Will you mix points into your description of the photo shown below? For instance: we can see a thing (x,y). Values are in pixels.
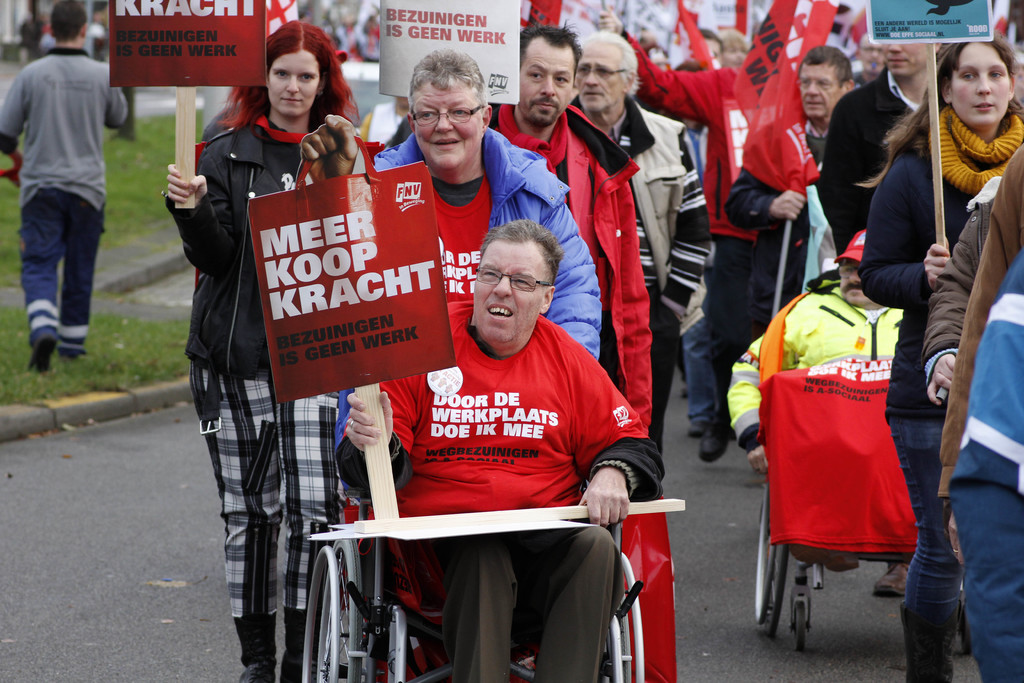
In this image in front (480,582) there is a person (480,479) sitting on the chair (314,599) holding the placard (417,255). Behind him there are few other people (695,177) standing on the road (116,477). At the left side of the image (124,187) there is grass (118,155) on the surface (126,172).
